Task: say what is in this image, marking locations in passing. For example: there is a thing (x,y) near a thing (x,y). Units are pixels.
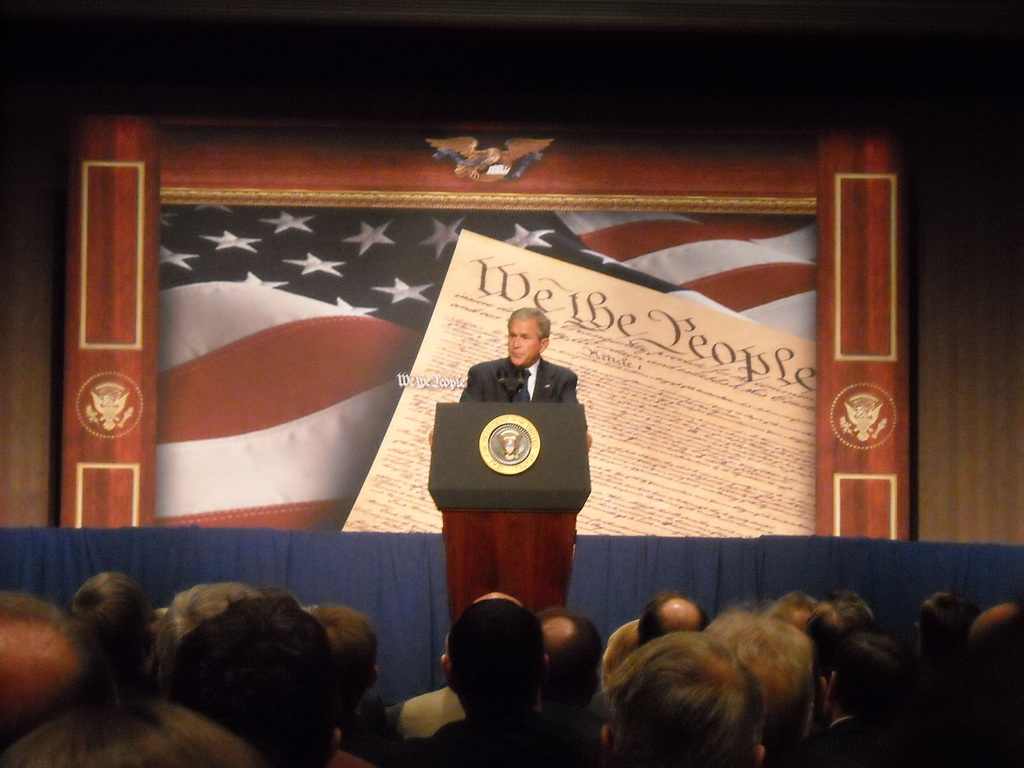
In the image we can see there is a man (520,360) standing near the podium (506,465) and there is mic (509,383) kept on the podium (520,474). There are spectators (462,680) sitting on the chairs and behind there is banner (389,517) kept on the wall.
